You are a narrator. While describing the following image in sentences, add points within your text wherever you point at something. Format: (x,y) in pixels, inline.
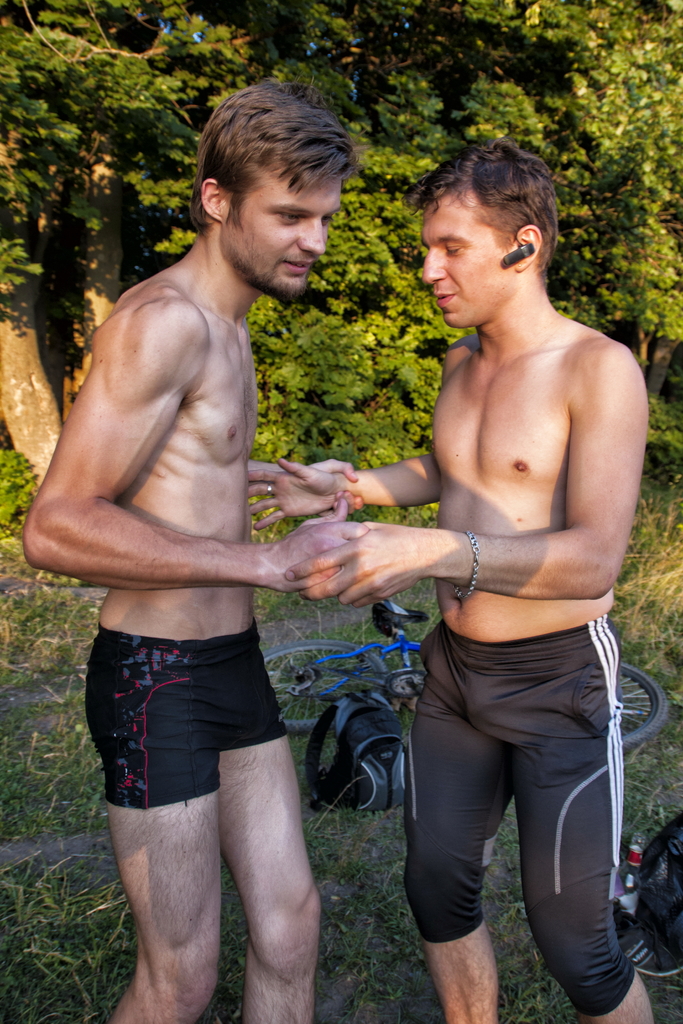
In this picture we can see two men (548,735) standing in the front (208,360), in the background (364,142) there are trees (325,260), we can see grass (372,848) at the bottom (340,886).
